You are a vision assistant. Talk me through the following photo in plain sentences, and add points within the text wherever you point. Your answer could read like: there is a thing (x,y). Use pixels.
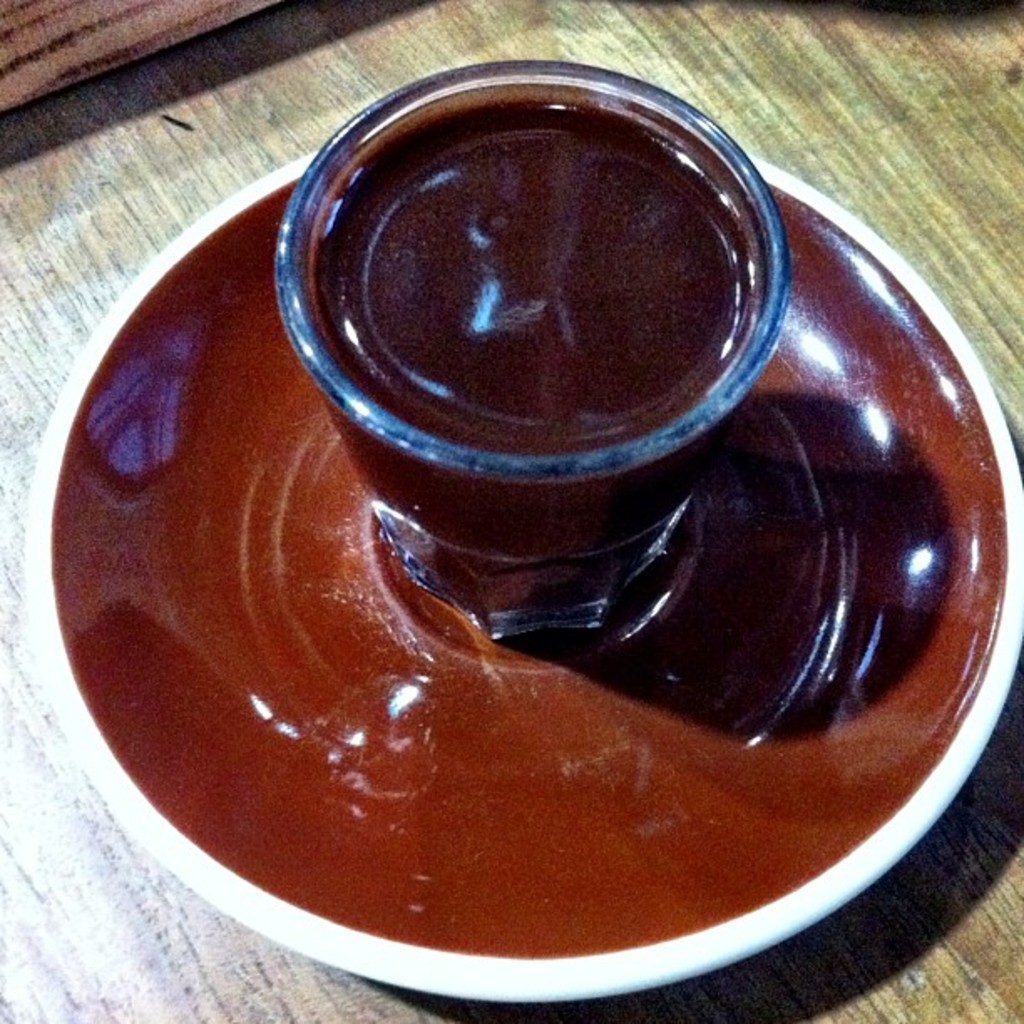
In this picture we can see a table (415,10). On the table (5,903) we can see a plate (656,603), glass (566,609) which contains liquid (461,322).
